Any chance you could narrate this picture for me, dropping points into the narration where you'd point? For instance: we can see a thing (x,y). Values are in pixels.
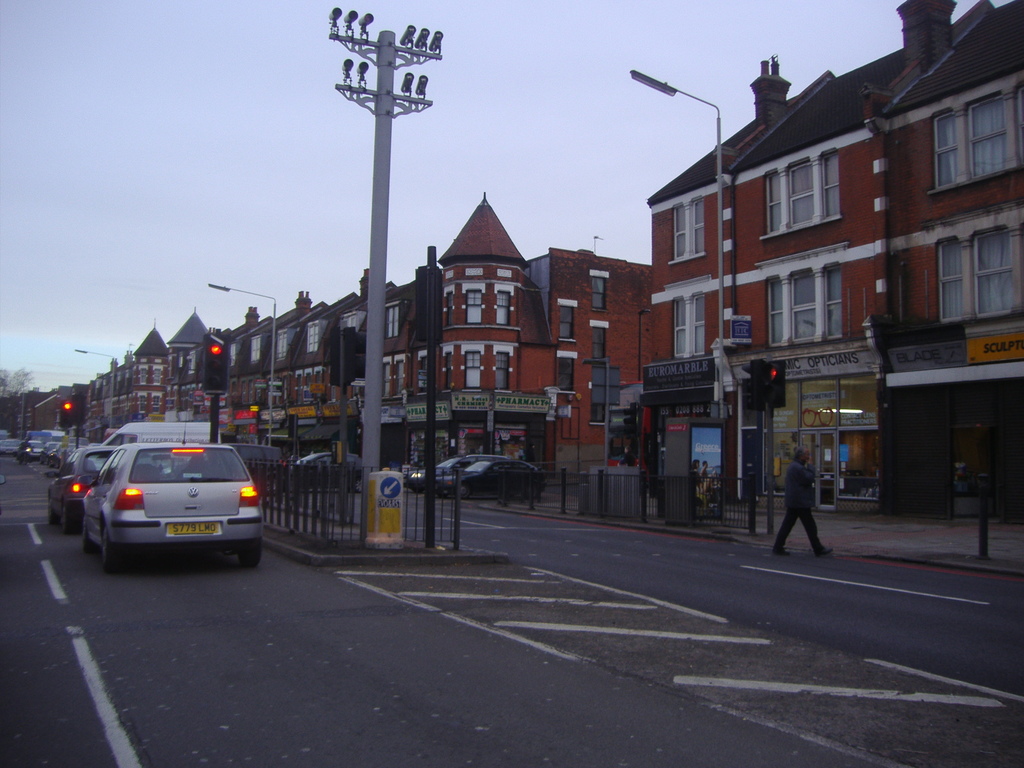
In this image, we can see buildings (974,497), poles (376,176), boards (476,405), banners (902,364), traffic signals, walls (556,348), windows (701,239), grills (602,489), sign board (399,486) and few objects (400,507). Here we can see vehicles (179,468) on the roads (297,600). On the right side of the image (792,506), we can see a person (802,506) is walking on the road (826,558). Background (16,179) there is the sky (476,181).
